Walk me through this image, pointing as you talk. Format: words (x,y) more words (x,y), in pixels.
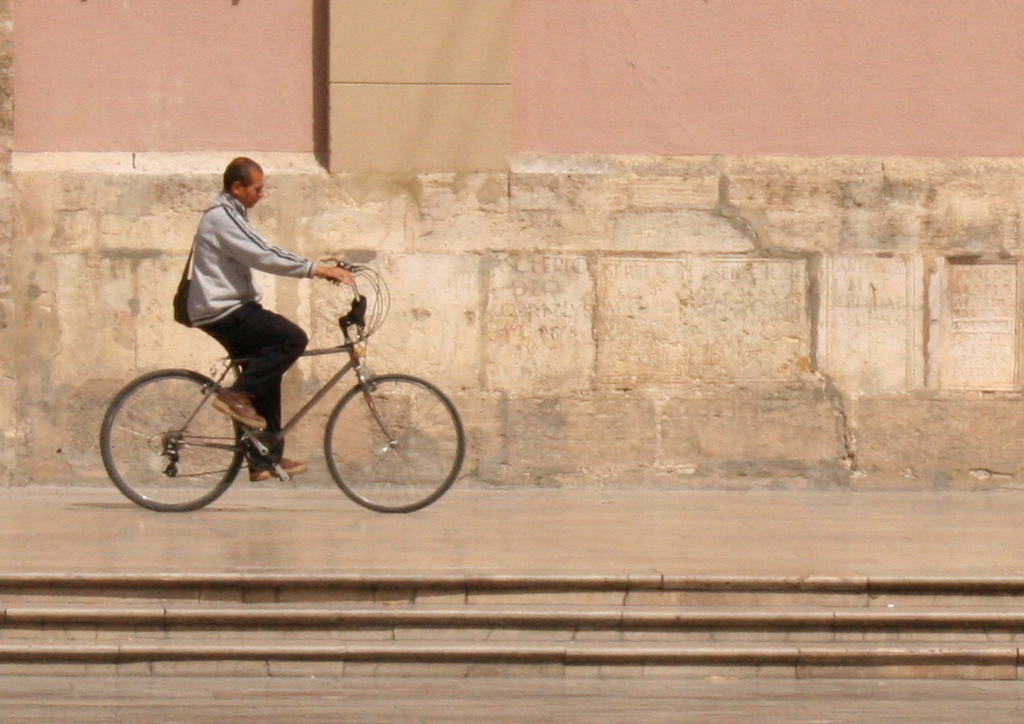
In the image we can see there is a man (272,329) who is sitting on bicycle (259,443) and there are stairs (507,604) here.
